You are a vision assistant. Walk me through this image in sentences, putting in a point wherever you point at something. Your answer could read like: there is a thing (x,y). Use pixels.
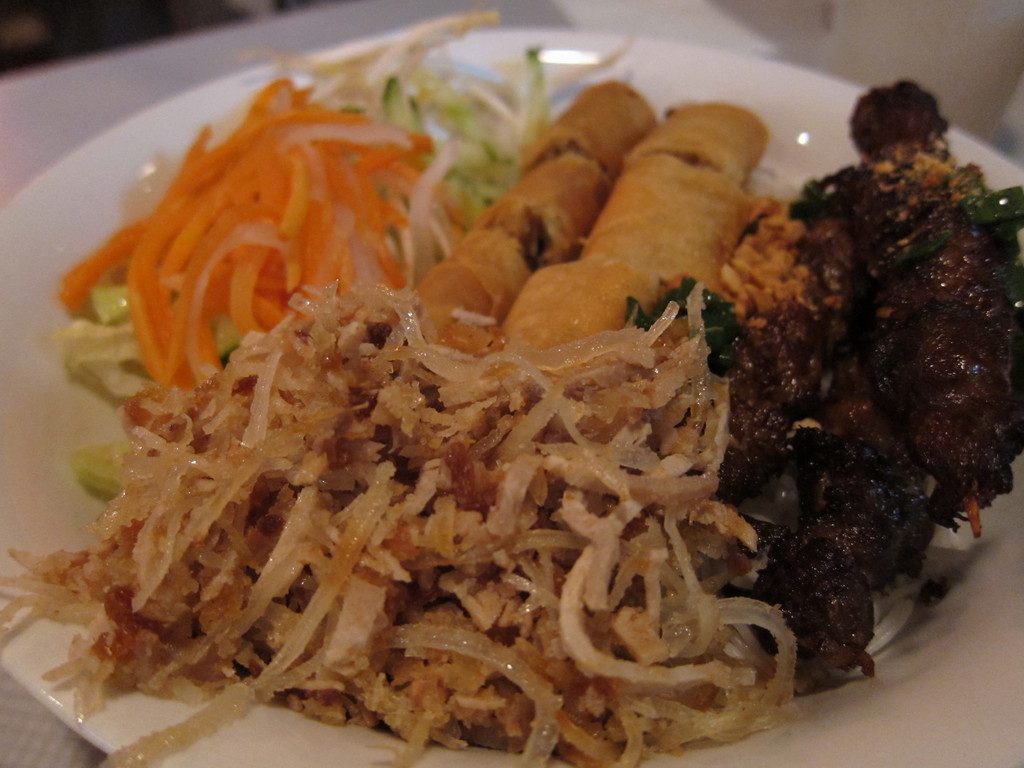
In the picture we can see a plate (24,464) with some vegetable salads (268,195) and some fried food (715,167) in it.
